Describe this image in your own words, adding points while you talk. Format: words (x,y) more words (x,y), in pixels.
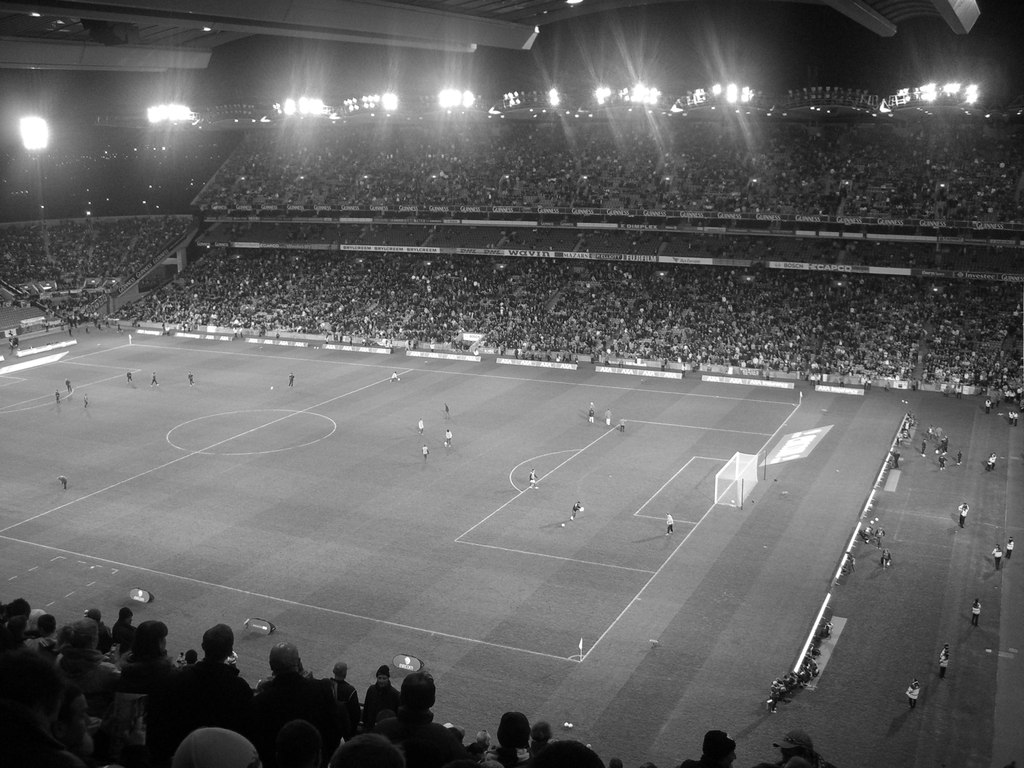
In this picture there is a stadium (441,465) where few people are standing and there are many audience (437,264) around them and there is a flood light (40,141) in the left top corner (35,146).
